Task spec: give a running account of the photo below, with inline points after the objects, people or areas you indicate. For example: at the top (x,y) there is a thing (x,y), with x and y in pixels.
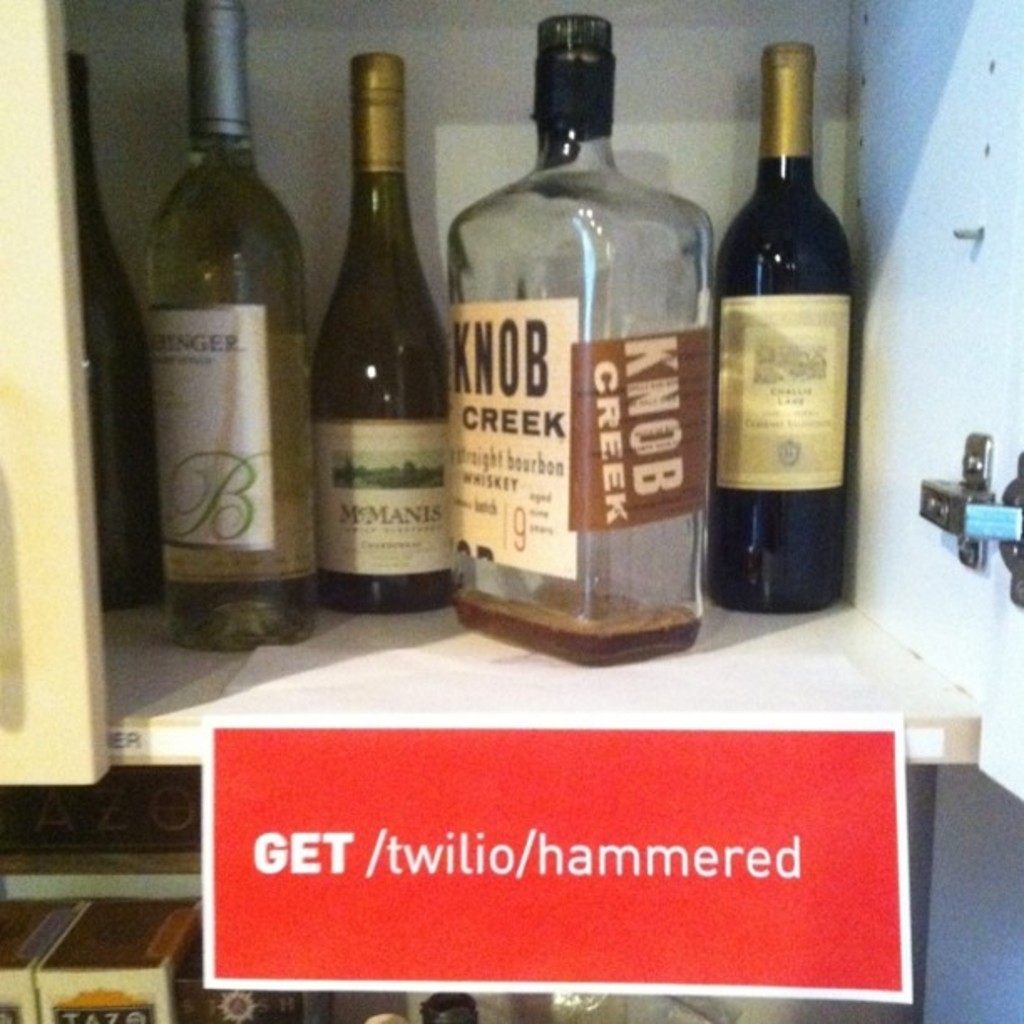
In this image there are five bottles (104,416) placed in cupboard (214,674). Under which a name plate (665,807) is pasted.
